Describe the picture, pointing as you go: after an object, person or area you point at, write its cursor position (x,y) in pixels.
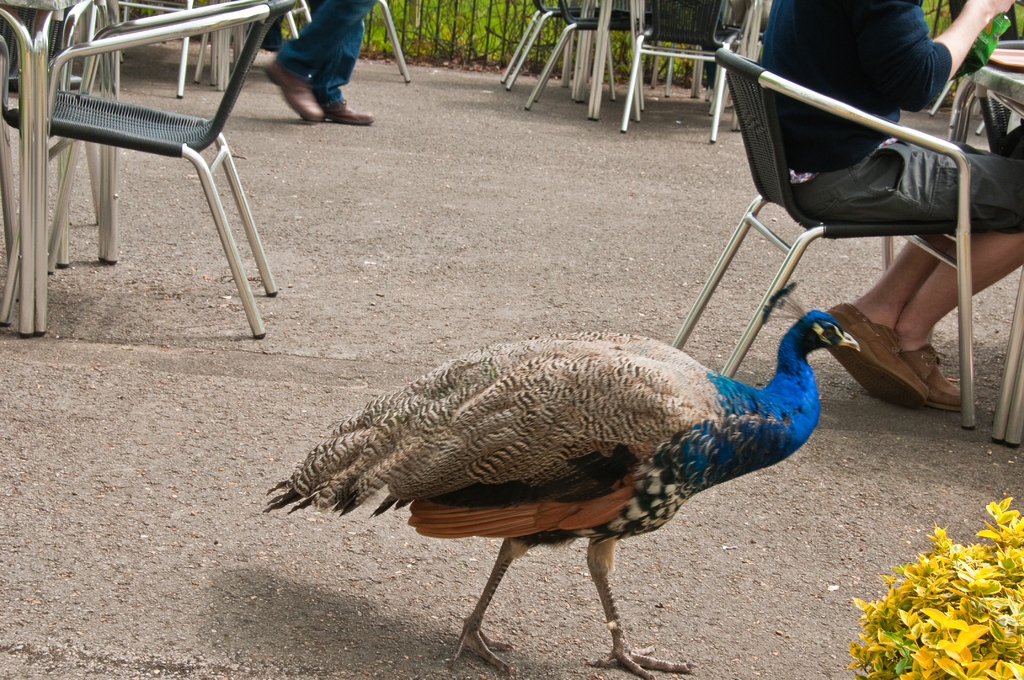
In this picture we can see a peacock (604,408) and a person (815,142) is seated on the chair (769,140), and also we can see couple of chairs (161,149).
